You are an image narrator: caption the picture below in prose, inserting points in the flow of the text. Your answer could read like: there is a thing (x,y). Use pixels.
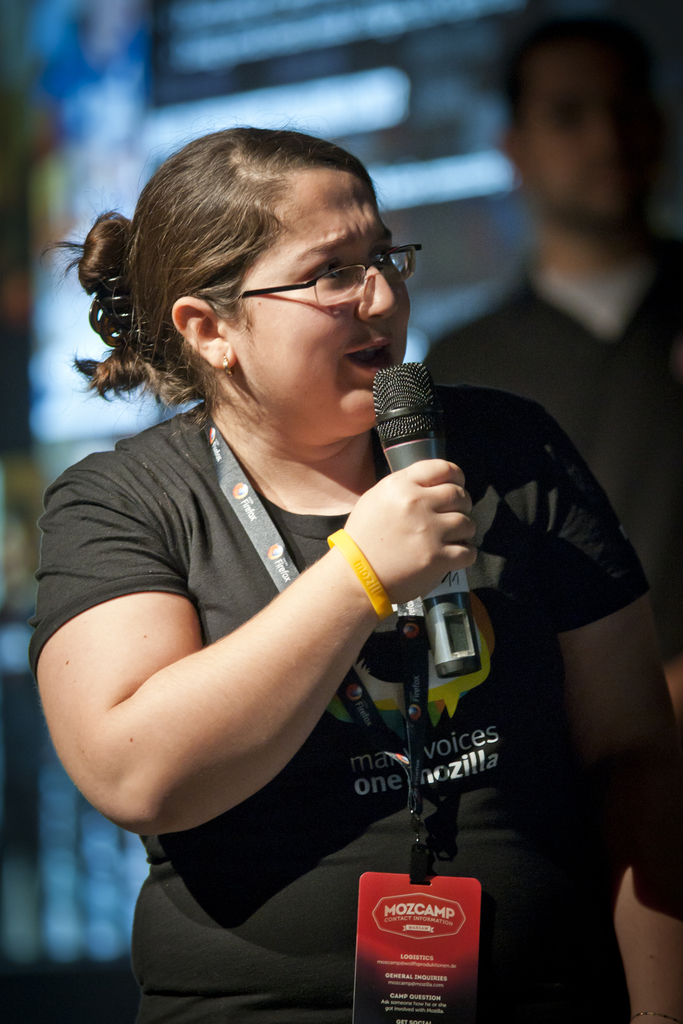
In this picture we can see a woman (316,723) who is holding a mike (413,419) with her hand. She has spectacles (332,271). And we can see a man (537,364) behind her.
